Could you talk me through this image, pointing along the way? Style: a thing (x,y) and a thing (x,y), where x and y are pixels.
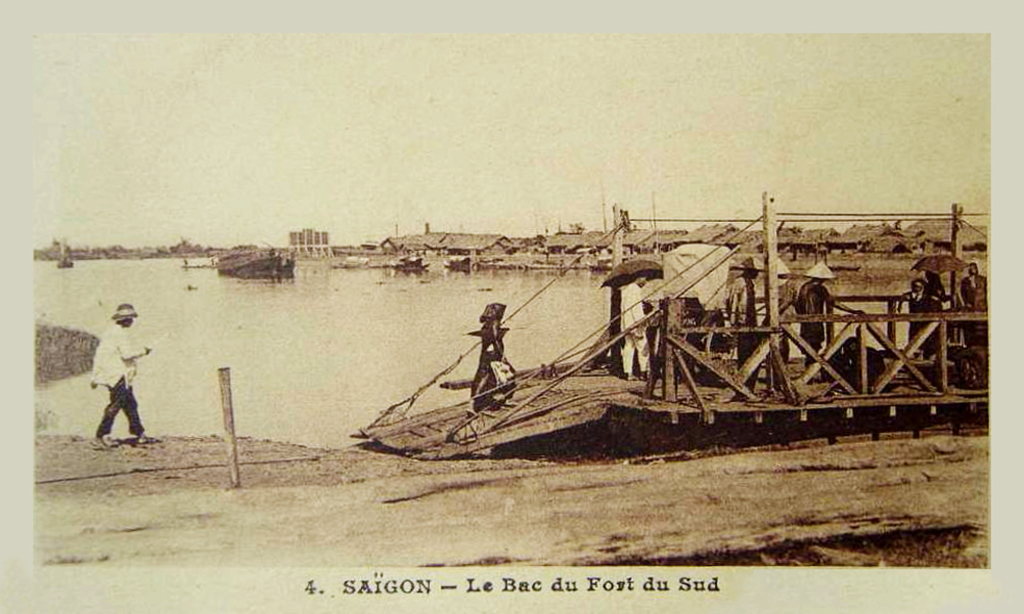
This is a black and white picture. In the foreground of the picture (449,456) there is soil (413,496). In the center of the picture (647,379) there is a person (120,345) walking and there is wooden object (725,390) in water (539,339), on the object (668,336) there are people (750,286) and other objects (730,322). In the center of the picture (418,273) there is a water body (296,286). In the background (843,244) there are houses (893,228). At the bottom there is text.
